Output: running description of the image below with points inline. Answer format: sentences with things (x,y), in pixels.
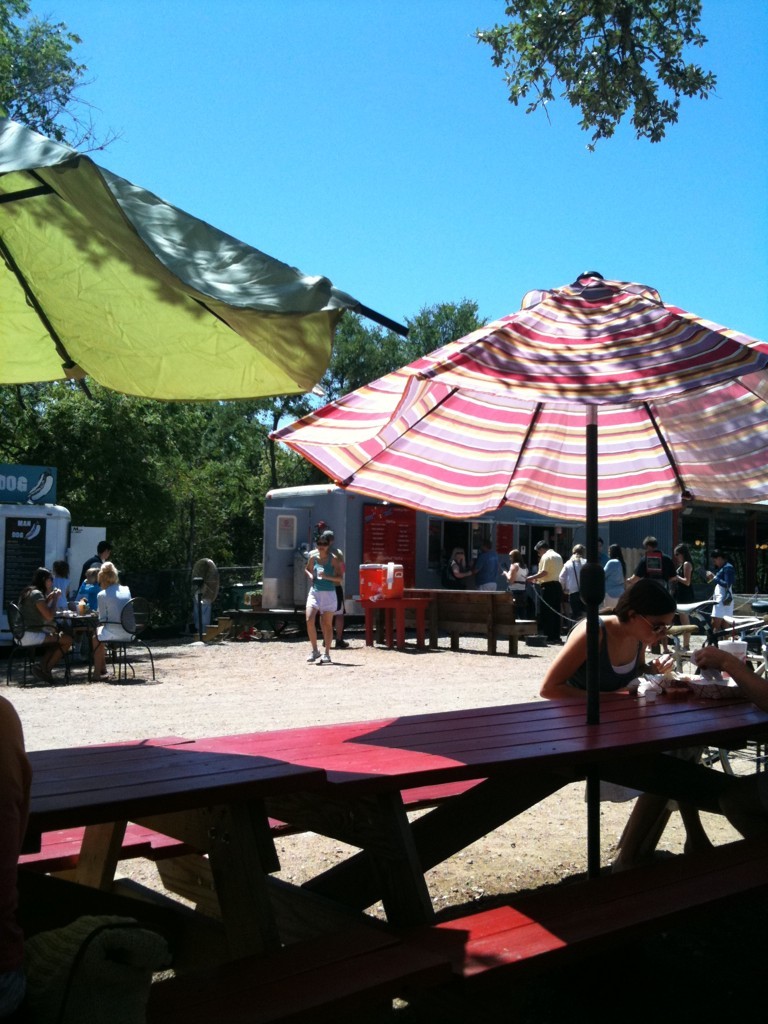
In this image to the bottom (391,945) there are two benches (470,750), two umbrellas (131,298) besides the bench (579,746). On one of the bench (711,730) there were two people (648,666) sitting and eating. To the right corner (689,556) there are some people (718,556) standing in a line towards a truck (433,552). In the center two persons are walking. To the left corner (104,580) there are some chairs (135,610) and table (90,632), some people (120,621) are sitting on them and eating. In the background (366,303) there are some trees (355,350) and sky (388,187).
